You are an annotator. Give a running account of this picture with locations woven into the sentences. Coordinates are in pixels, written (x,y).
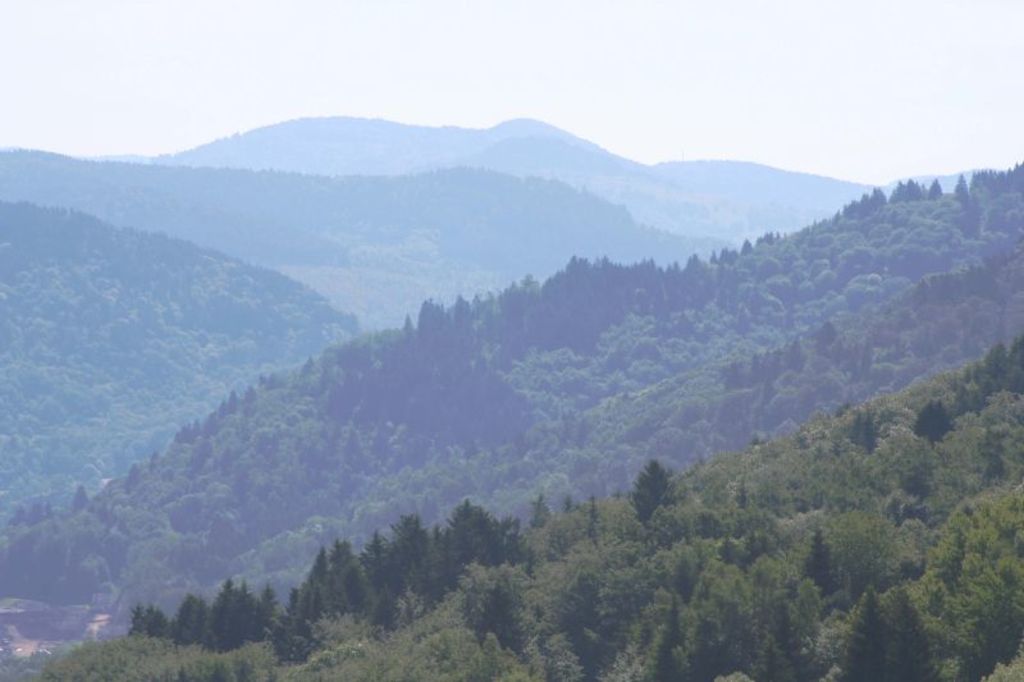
In this image I can see trees (620,468) and hills (383,375). In the background (478,87) I can see the sky (462,87).
